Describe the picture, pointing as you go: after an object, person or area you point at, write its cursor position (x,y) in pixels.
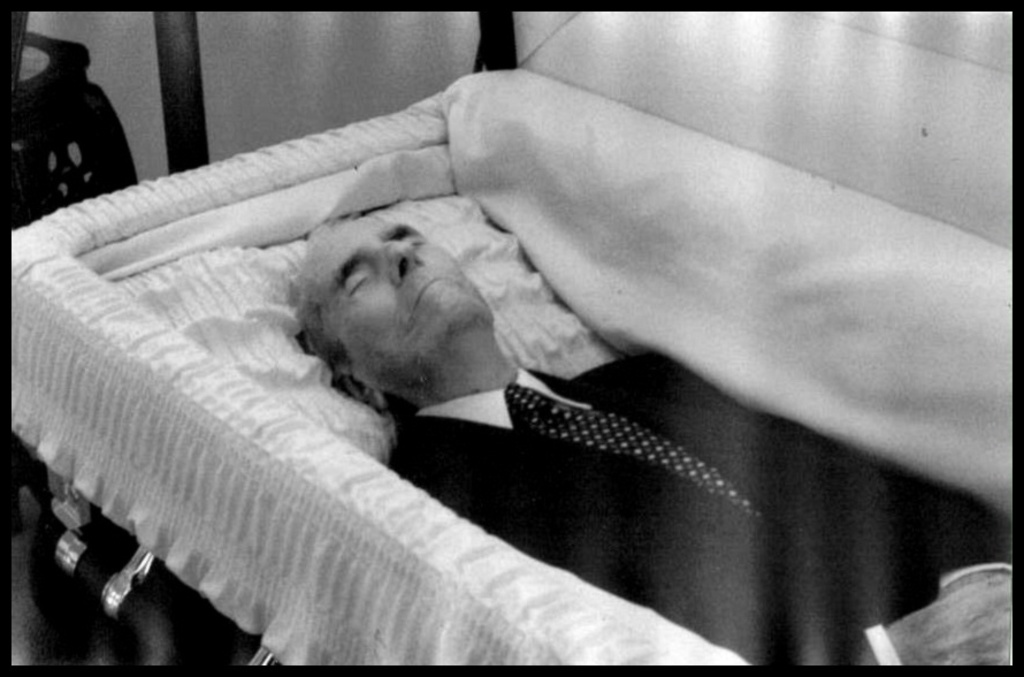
This is a black and white picture. The old man (455,408) in white shirt (492,413) and black blazer (531,491) is in the casket (797,392). Behind him, we see a wall (217,81).
